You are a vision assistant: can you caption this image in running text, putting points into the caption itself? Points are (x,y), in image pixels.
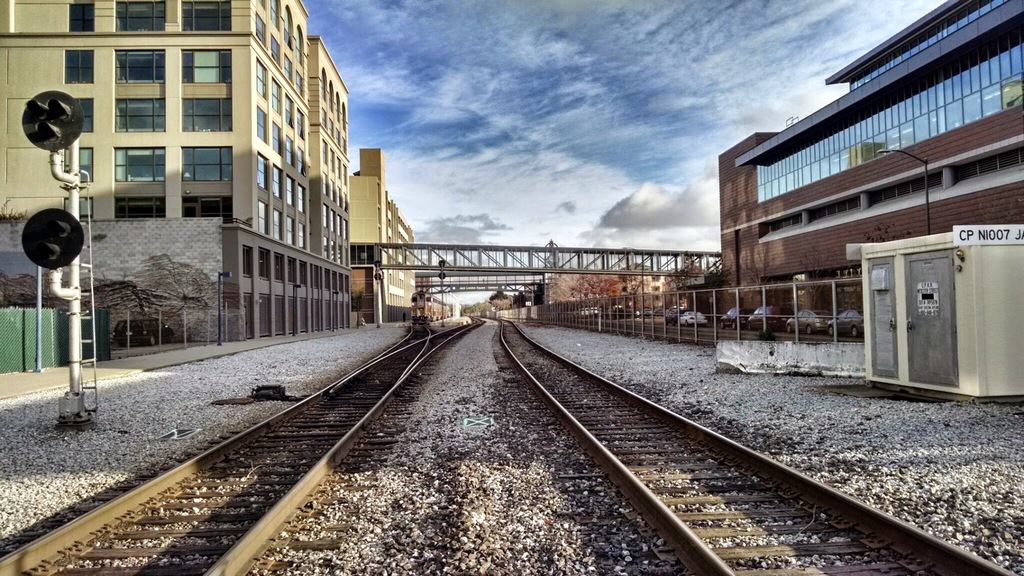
In this image we can see railway tracks (429,364). Also there are stones (501,395). On the left side (37,251) we can see traffic signals (32,228) with pole (75,196). Also there is a ladder (90,320). On the right side (907,325) we can see rooms (909,329). Also there are railings (686,289). In the back (518,258) there are bridges (498,255). On the sides there are buildings (234,141) with windows (893,132). In the background (680,104) we can see sky (531,138) with clouds (497,203). Also there are vehicles (778,322).
